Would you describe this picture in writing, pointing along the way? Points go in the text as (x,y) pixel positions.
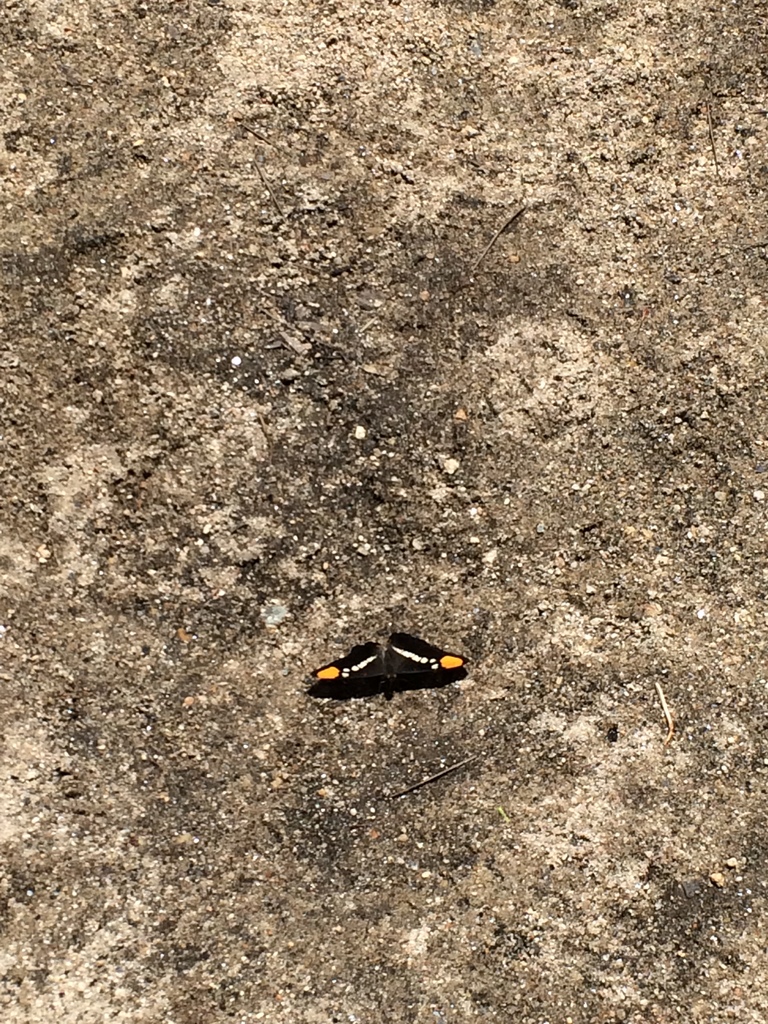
In this image I can see an insect (374,671) which is in black, white and yellow color. It is on the rock (324,417).
